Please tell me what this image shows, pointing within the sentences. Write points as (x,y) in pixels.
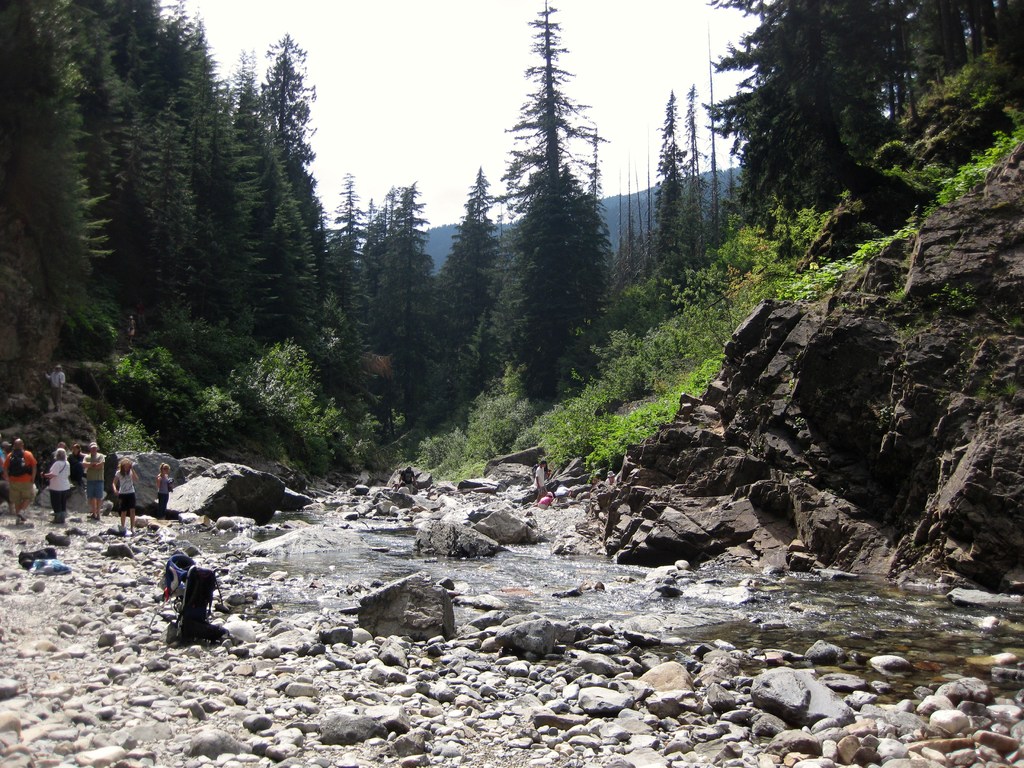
In this picture I can observe some people (24,496) standing on the land (93,555) on the left side (123,487). In the middle of the picture (395,488) I can observe water (506,579) and rocks (335,617). In the background (328,295) there are trees (472,228) and sky (415,91).
